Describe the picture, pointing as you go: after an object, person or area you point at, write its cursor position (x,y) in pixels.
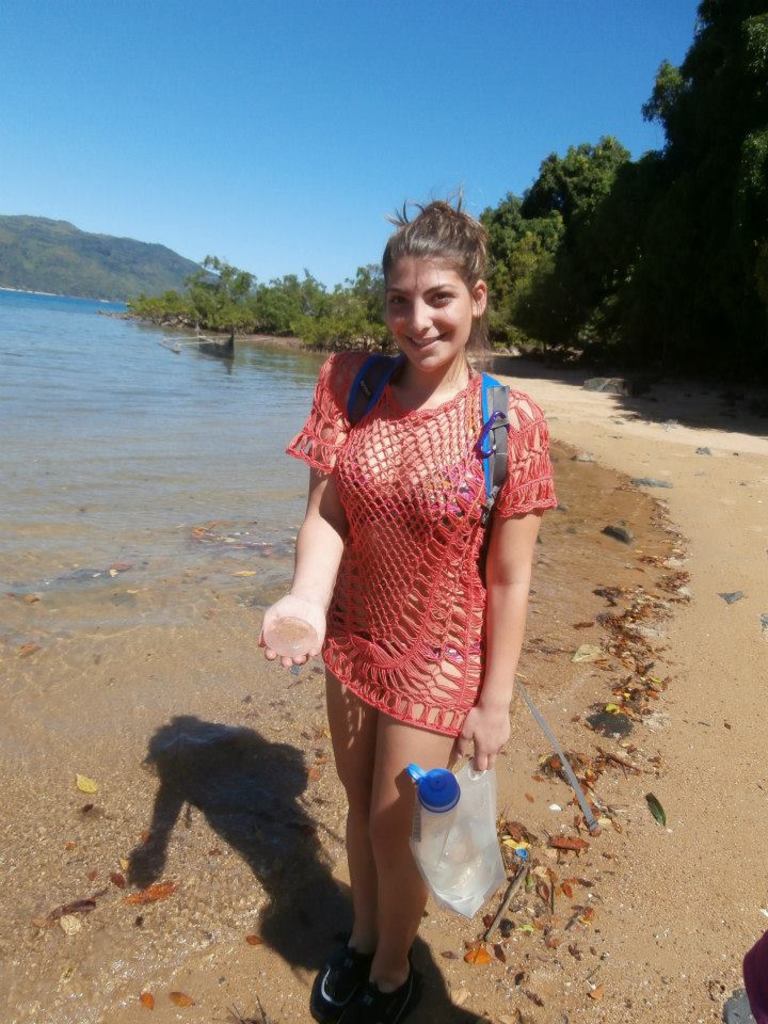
In this picture we can see a woman (354,644) and in the background (767,387) we can see water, trees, mountain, sky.
